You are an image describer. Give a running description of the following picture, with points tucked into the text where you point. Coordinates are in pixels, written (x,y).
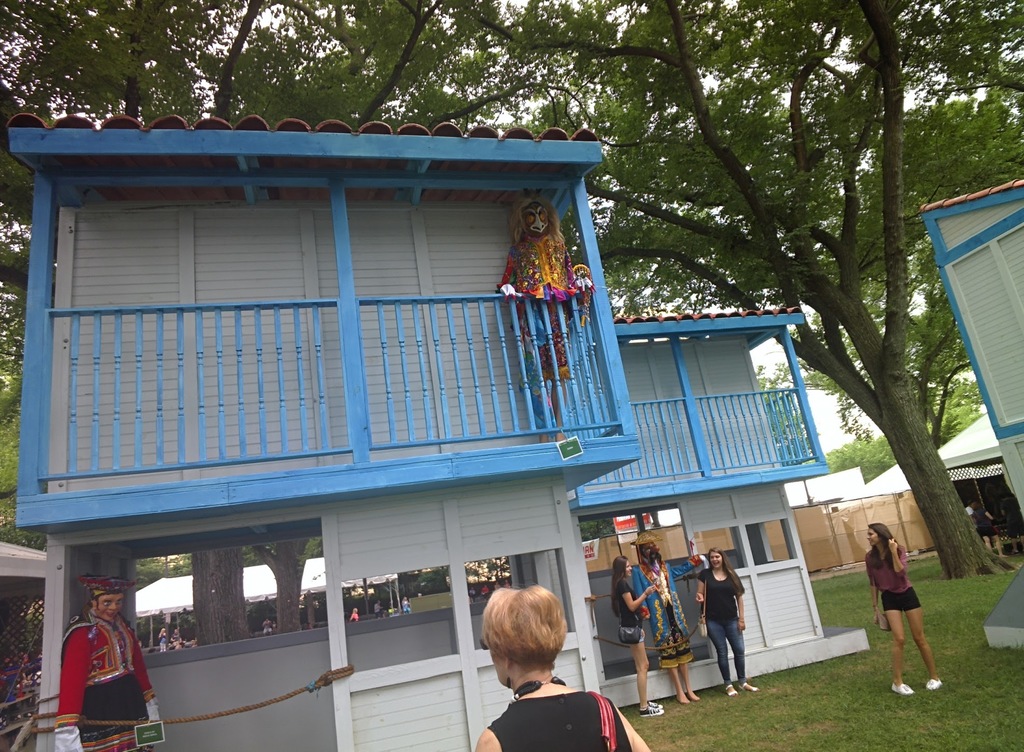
In this image I can see few people (717,649) are standing in-front of the shed (547,542). These people (544,686) are wearing the different color dresses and the shed (448,475) is in blue and ash color. In the back (287,631) I can see few more people (470,592), trees (488,560) and the sky (828,431).
